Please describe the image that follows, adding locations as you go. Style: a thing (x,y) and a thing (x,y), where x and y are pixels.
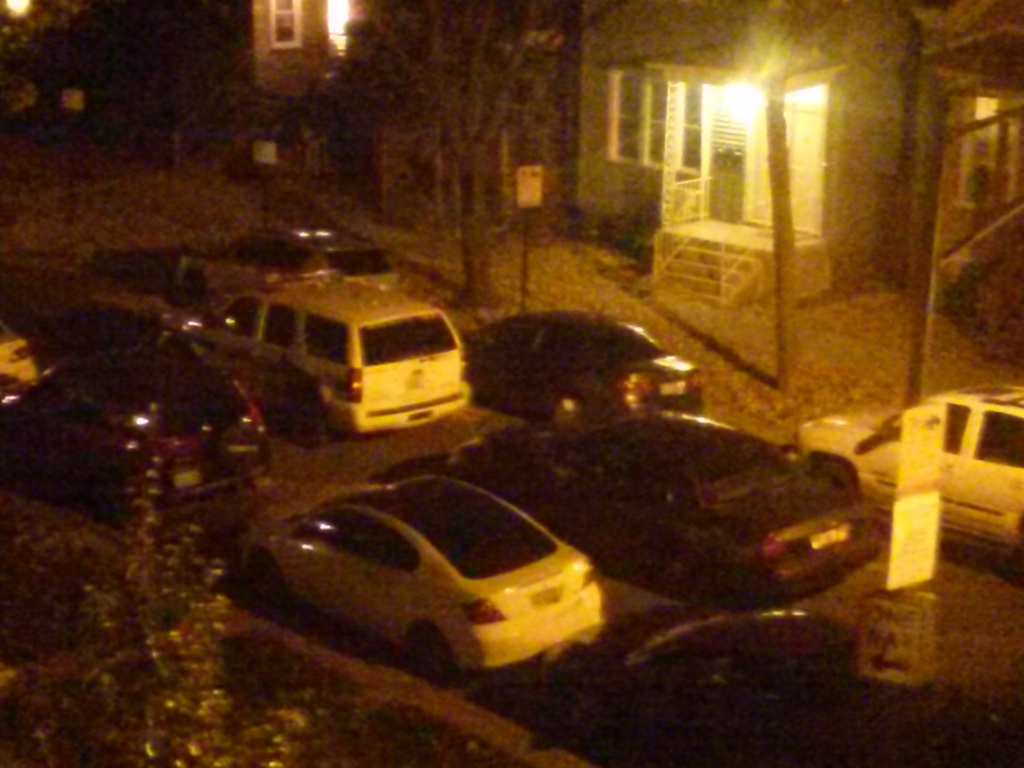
Here we can see vehicles (669,539) on the road (647,596). At the bottom (117,682) we can see a plant (208,646) on the left side (128,664) and there are small boards (914,425) on a pole (915,396) on the right side (886,640). In the background (479,175) there are trees (493,172), houses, lights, poles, small boards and other objects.
